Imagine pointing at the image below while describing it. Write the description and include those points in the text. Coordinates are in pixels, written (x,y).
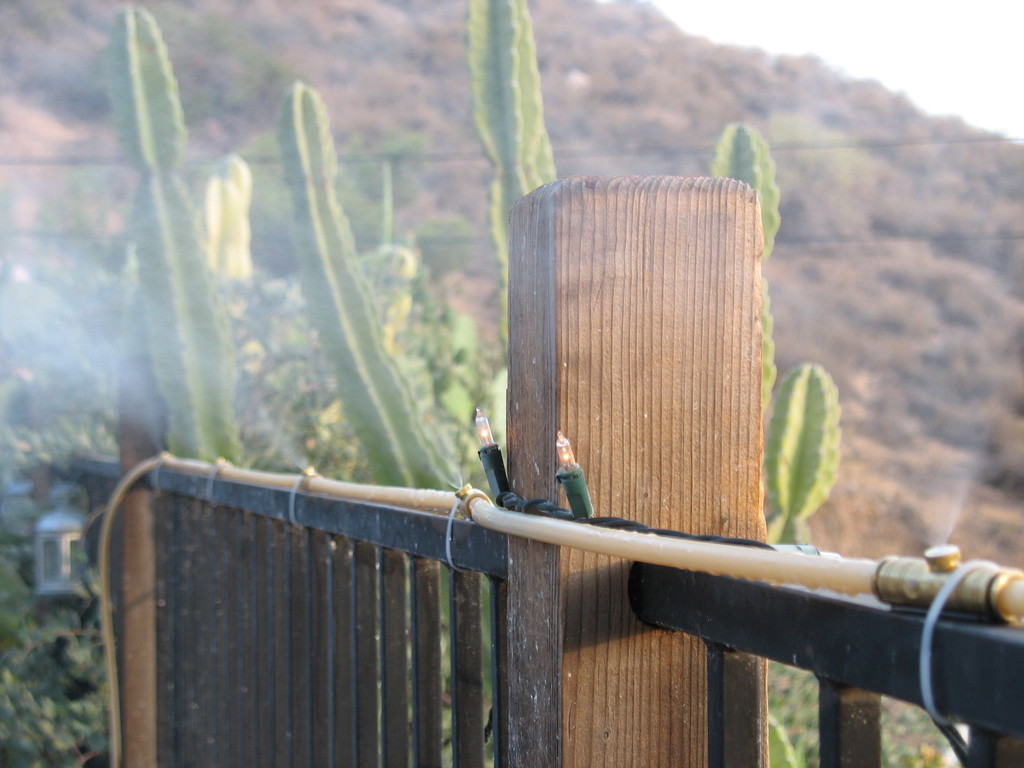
In this image I can see the metal railing (833,739), few wooden poles (689,239), a pipe (912,572), few lights (493,471) and few trees (241,372). In the background (1018,125) I can see a mountain (791,128) and the sky (856,56).
